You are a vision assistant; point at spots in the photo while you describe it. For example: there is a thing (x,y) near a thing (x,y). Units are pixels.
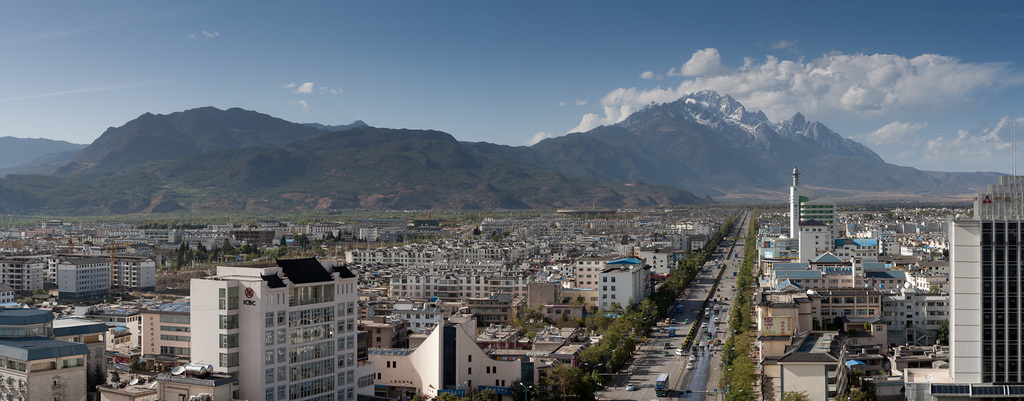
In this image I can see in the middle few vehicles (716,305) are moving on the road (708,321), There are trees (738,318) on either side of this road (702,316), there are buildings (595,218). At the back side (342,131) there are hills (642,149), at the top (595,68) it is the sky (572,69).
